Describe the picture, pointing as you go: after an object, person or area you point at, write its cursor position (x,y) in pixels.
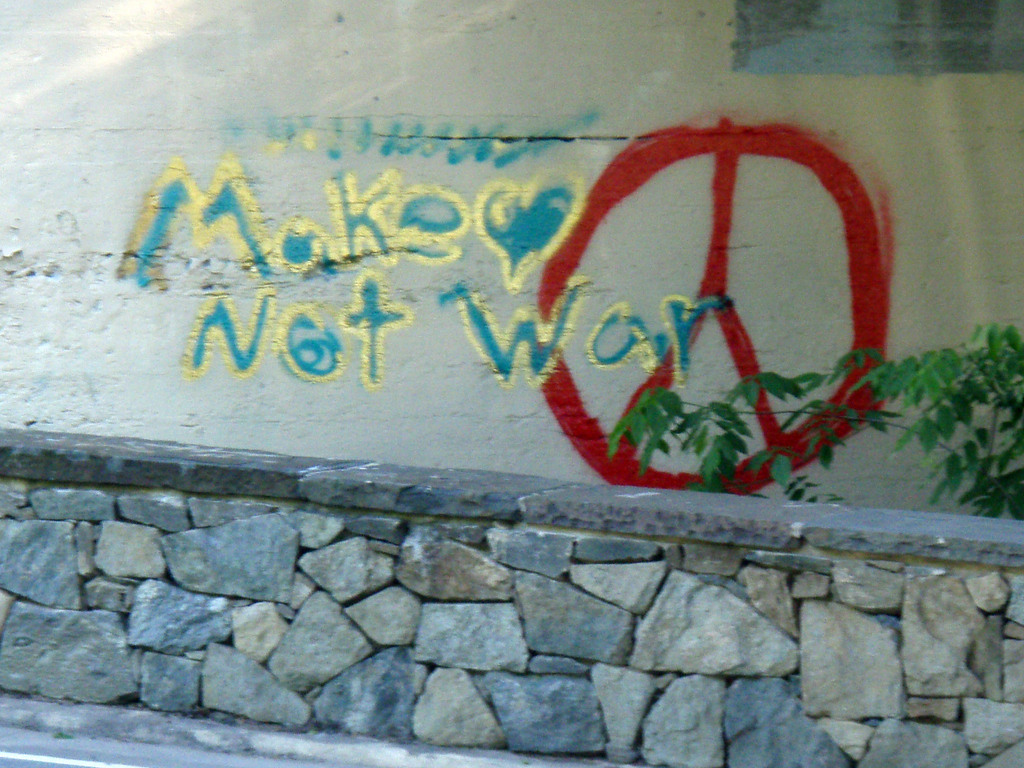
In the foreground of this picture (151,441) we can see the stone seating wall (558,512). In the background (426,227) we can see the text (408,221) and some drawing (860,257) on the wall (365,55). In the right corner (998,368) we can see the plant (969,421).
